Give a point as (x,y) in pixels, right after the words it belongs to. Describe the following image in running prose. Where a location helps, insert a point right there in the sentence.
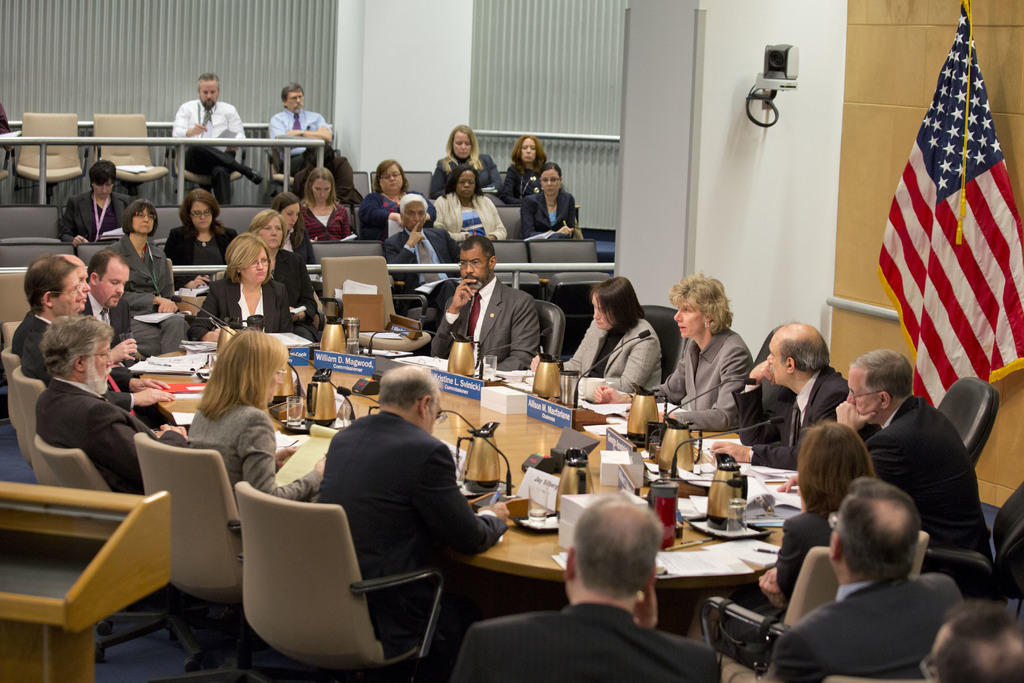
There are group of people (357,476) in image. In which we can see people (495,310) are sitting on their chairs (553,313). Here there is a table (519,438) on which we can see jar (672,461), water bottle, paper (521,374), microphone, name board (465,380), books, pen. On right side of wall (707,240) we can see a camera (771,60) and a flag (981,177). In the middle (608,347) there is a woman (260,281) who is wearing glasses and sitting on chair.
